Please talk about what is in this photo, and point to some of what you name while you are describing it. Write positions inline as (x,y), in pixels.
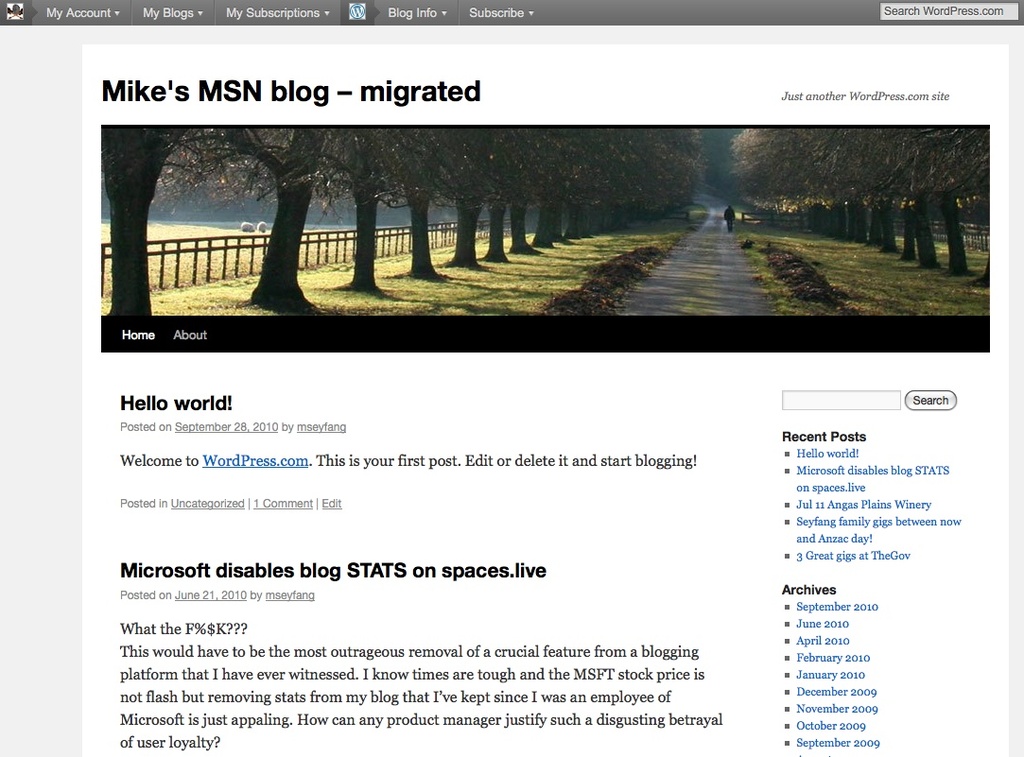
In this image I can see trees (513,206) and the road (689,274) and the fence (767,213) and a person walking on the road (685,287), and at the top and bottom I can see text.
